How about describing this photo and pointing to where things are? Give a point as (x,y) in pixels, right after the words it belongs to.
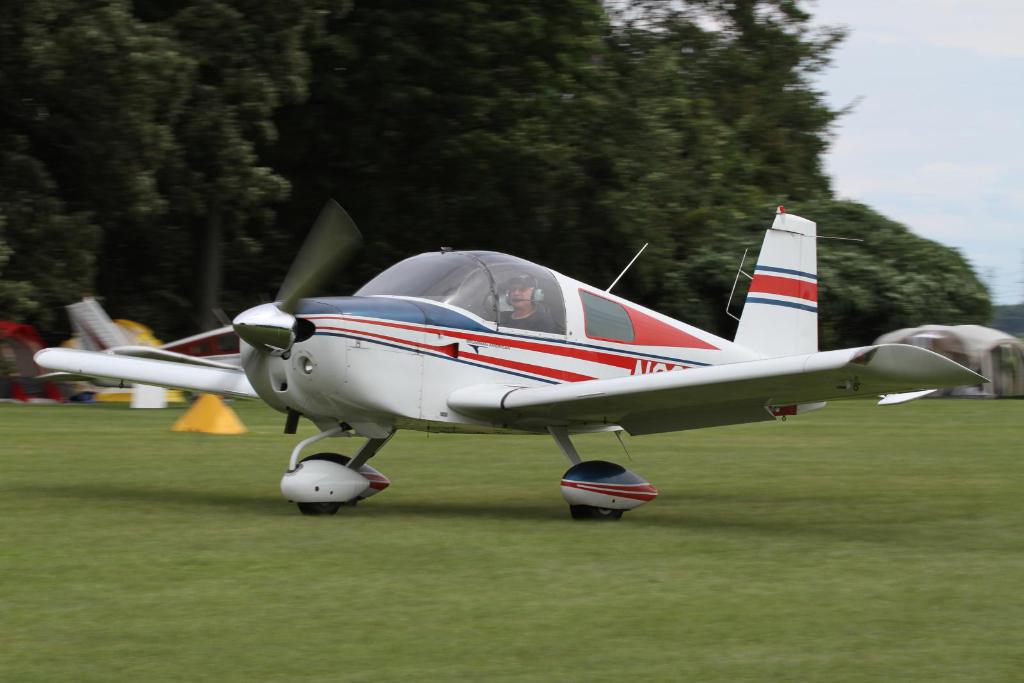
In the image there is a man (520,309) sitting inside an airplane (507,364) on the grassland (525,573), on the left side (138,147) there are trees (492,155) all over the image and above its sky (908,122).
